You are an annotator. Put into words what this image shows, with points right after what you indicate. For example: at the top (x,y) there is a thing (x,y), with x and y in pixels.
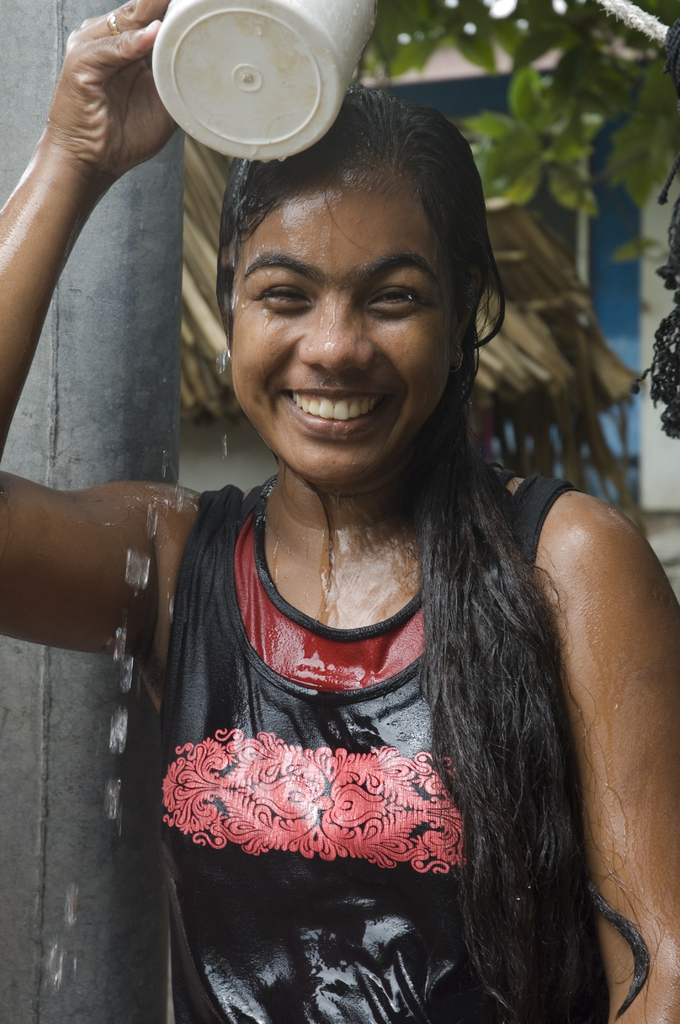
In this image I can see there is a woman (389,799) standing and she is holding a mug (239,59) of water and laughing. There is a pole (30,1017) at left side (124,229), there is a plant (445,25), wall (599,287) in the background (646,497).
